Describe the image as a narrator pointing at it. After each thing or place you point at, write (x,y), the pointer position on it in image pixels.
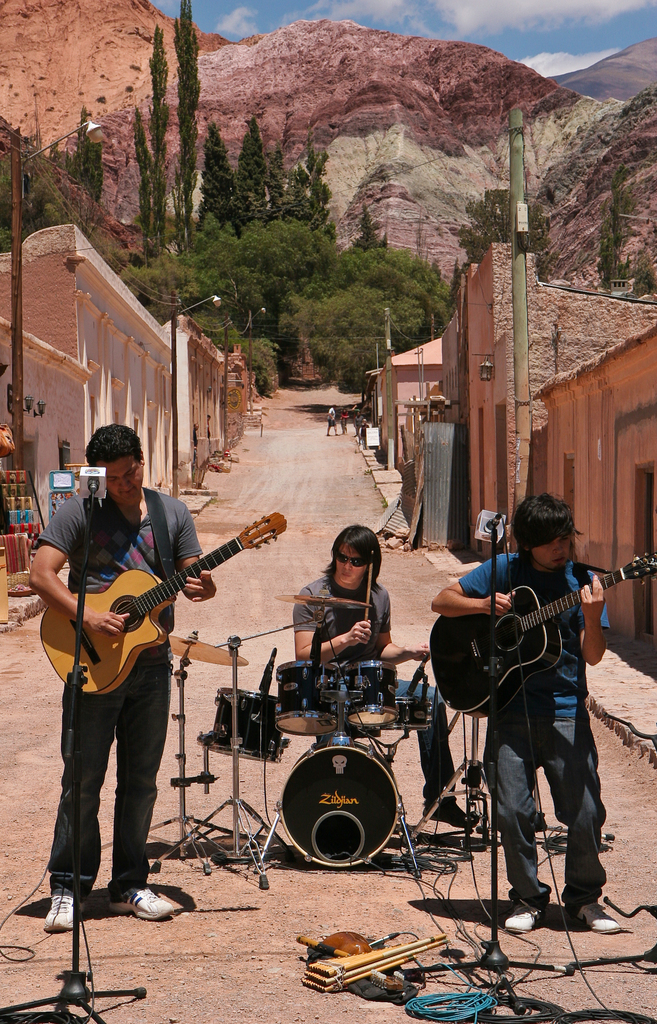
In this picture we can see three persons (186,537) playing musical instruments (145,604) such as guitar (100,674), drums (382,693) and they are singing on mic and in the background (237,417) we can see a path (330,385), buildings (188,358), pole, light (185,309), trees (326,215), mountains (389,159), sky (458,21) with clouds (483,21).
